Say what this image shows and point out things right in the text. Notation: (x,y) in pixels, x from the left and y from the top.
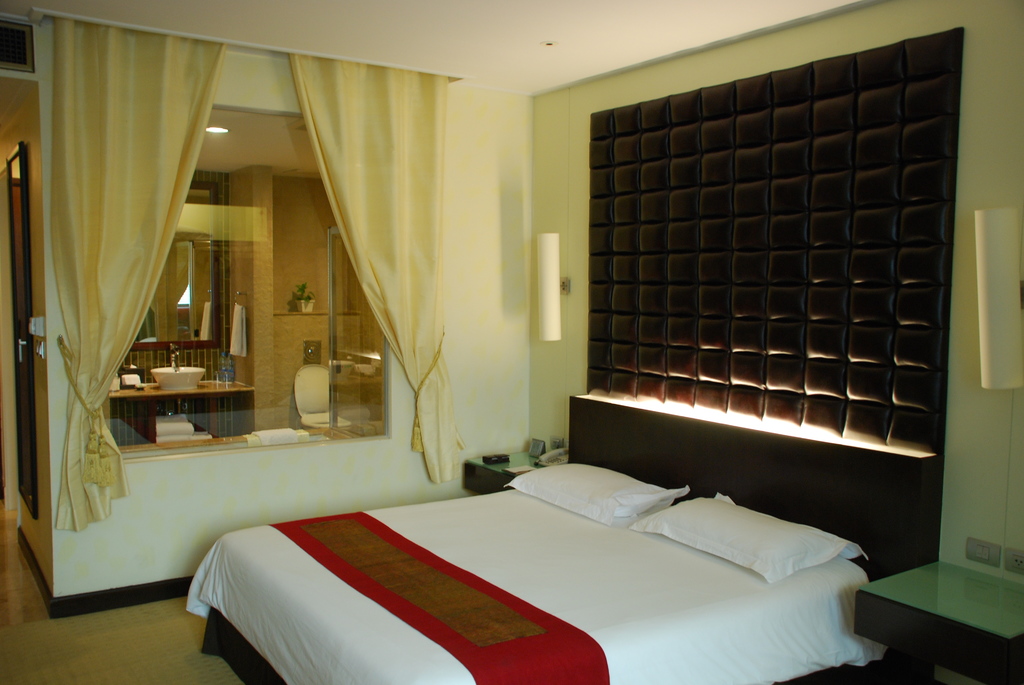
In this picture we can see inside of the room (341,496), in which we can see a bed (720,614), tables (935,612), mirror (206,280) to the wall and we can see a curtain (183,181).
